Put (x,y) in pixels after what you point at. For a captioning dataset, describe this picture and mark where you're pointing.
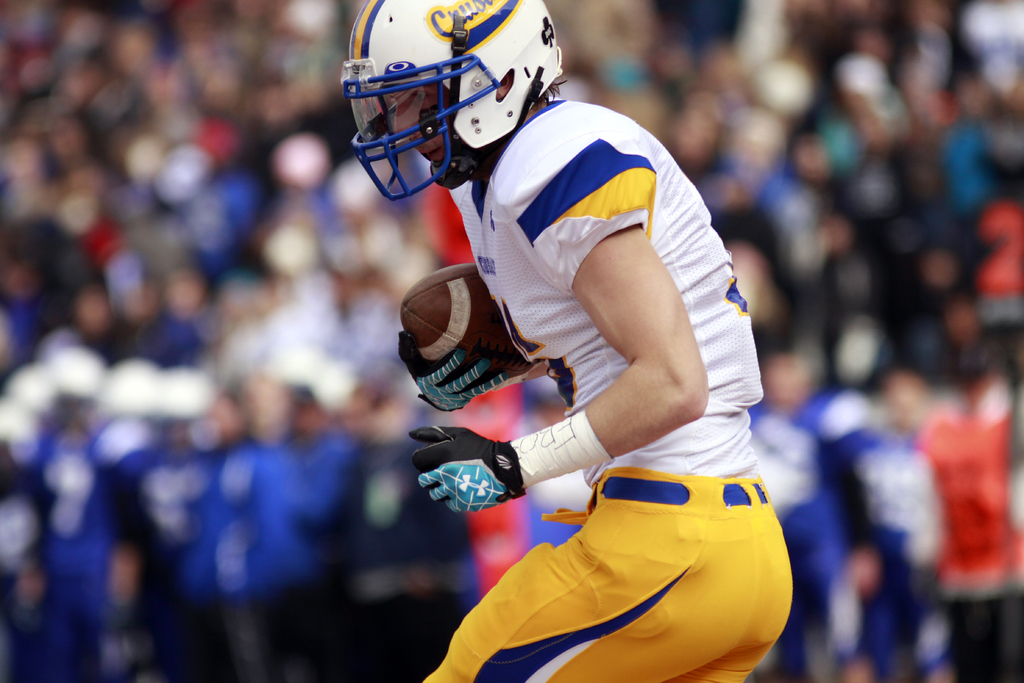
In this image we can see a person (618,599) wearing sports uniform (618,584) and helmet (447,110) is holding a football (478,308) and blurry background (764,277).
